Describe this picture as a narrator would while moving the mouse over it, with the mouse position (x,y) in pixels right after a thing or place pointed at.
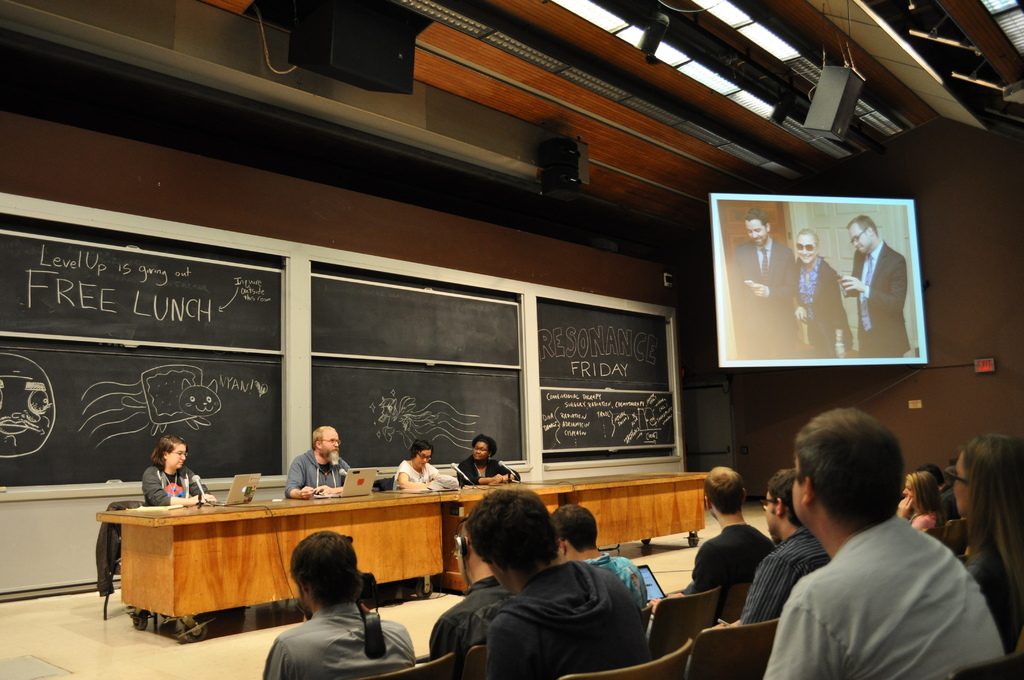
This is an inside view. On the right side (873,566) few people (471,643) are sitting on the chairs (726,649). In the background (266,531) there are two tables (284,507). Behind the tables (178,551) four persons (170,481) sitting on the chairs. On the tables (302,499) I can see few laptops (369,488). At the back of these people (291,487) there few boards (335,342) on which I can see the text (557,391). On the right side (835,261) there is screen (774,267). At the top of the image (663,143) I can see few boxes (857,91) are attached to the roof (625,69).
